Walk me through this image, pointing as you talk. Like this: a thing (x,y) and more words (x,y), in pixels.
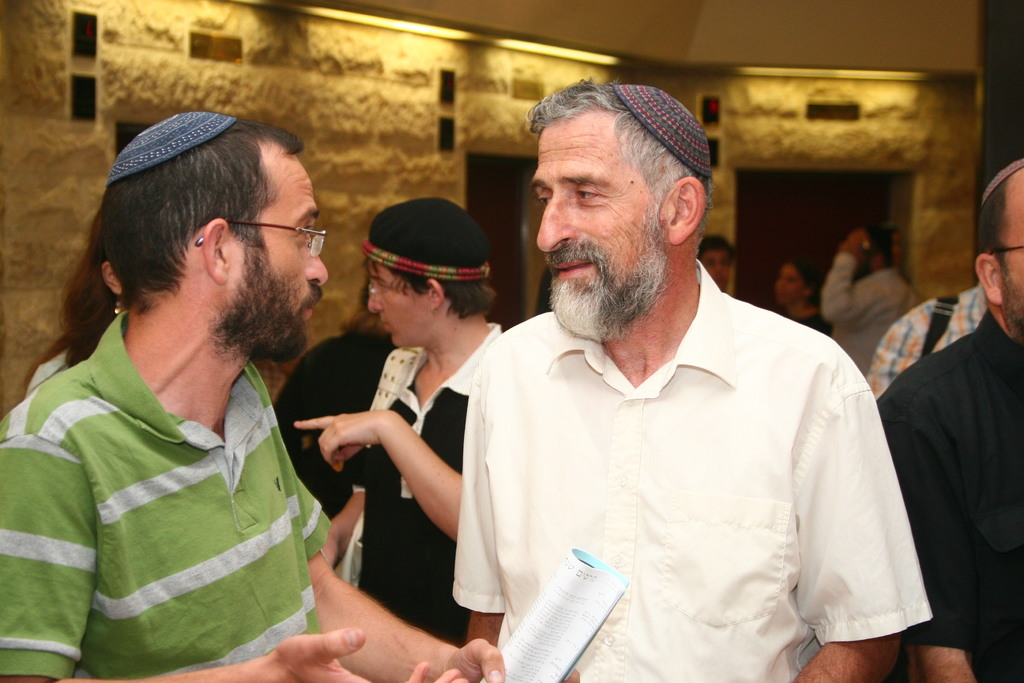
As we can see in the image there are few people (376,482) here and there, wall (376,199) and lights (448,31). In the front (156,489) there is a man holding a book (555,607).
